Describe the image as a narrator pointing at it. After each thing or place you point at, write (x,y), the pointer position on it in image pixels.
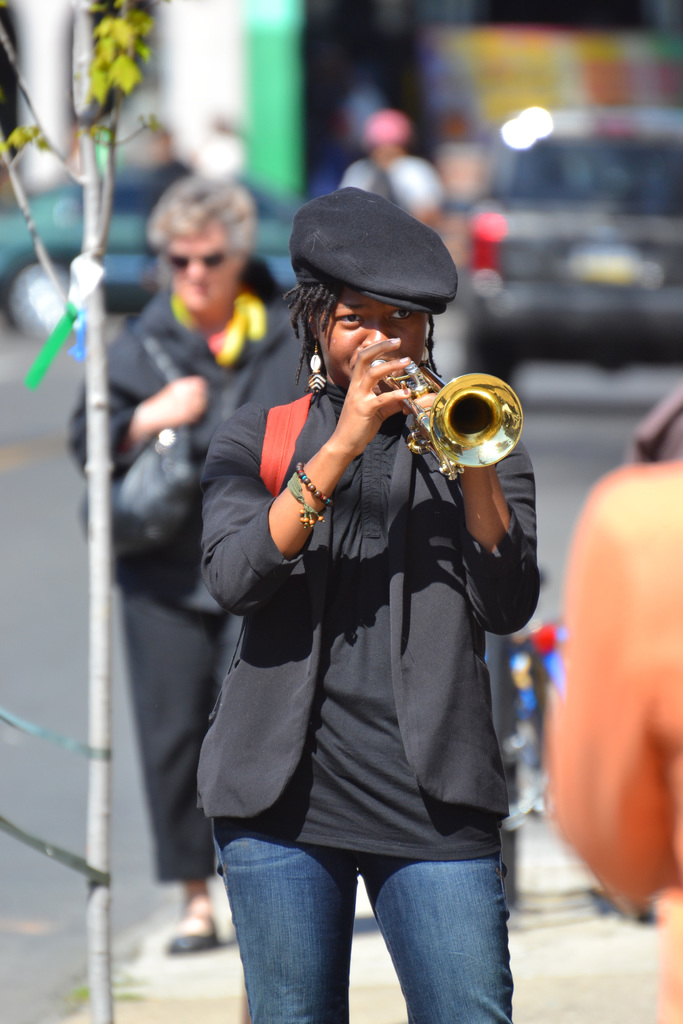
In this image, we can see a woman (419,601) is playing a musical instrument (490,388). and wearing a cap (375,263). Background (214,219) there is a blur view. Here we can see few people (132,610) and vehicles (527,225) on the road (117,699). At the bottom (575,972), we can see a walkway (566,971).
